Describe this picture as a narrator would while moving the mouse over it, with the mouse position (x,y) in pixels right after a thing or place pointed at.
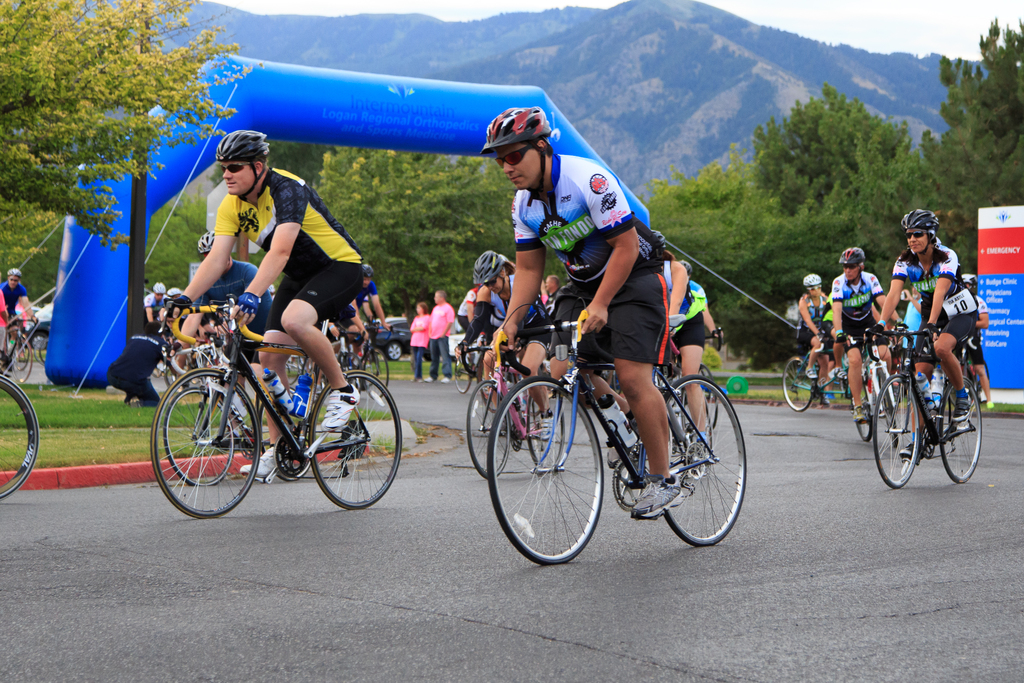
In this picture we can see some people (478,329) are riding bicycles (906,362), they are wearing helmets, on the right side (1000,323) there is a board (1008,275), we can see some text (996,323) on the board (999,329), on the left side (114,427) there is grass (99,426), we can see an inflatable arch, some people (439,330) and vehicles (401,329) in the middle (431,317), in the background (672,174) there are some trees (90,106) and a hill (672,79), we can see the sky (888,7) at the top of the picture (793,27).
